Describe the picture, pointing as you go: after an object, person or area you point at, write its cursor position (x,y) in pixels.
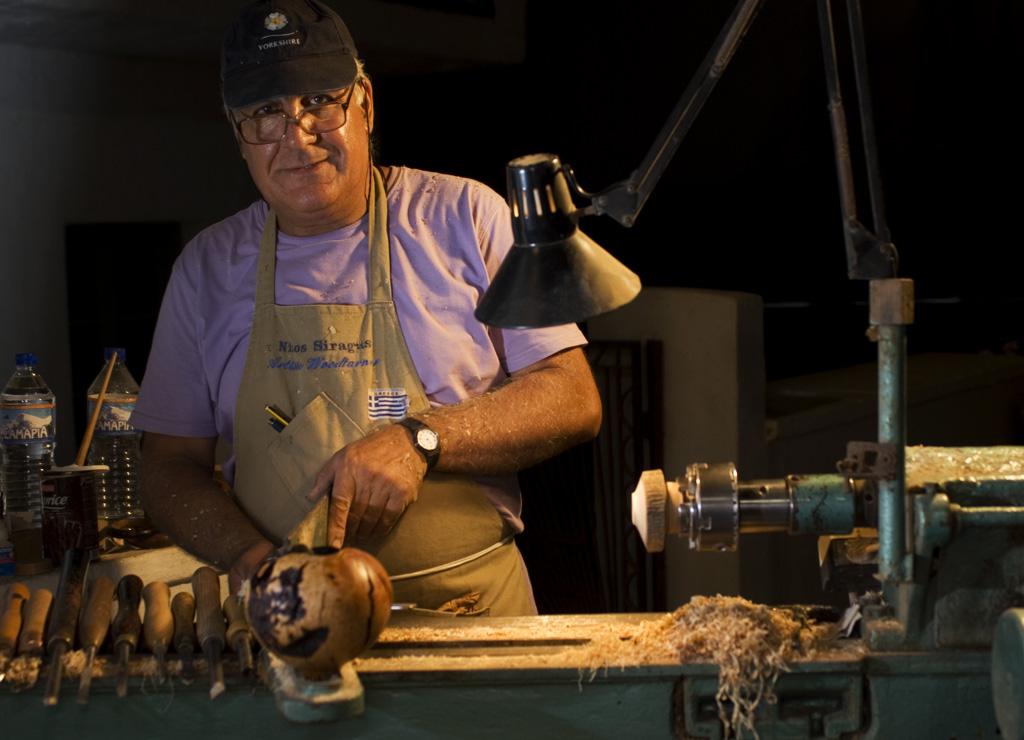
In this image in the center (381,337) there is a man (383,346) standing and smiling. In the front (418,630) there is a machine (583,654) and on the machine (501,654) there are tools (150,646) and there is a light (571,276). In the background (49,440) there are bottles (49,440) on the table (101,566) and there is a wall (707,357) and there is an object (638,439) which is black in colour.
